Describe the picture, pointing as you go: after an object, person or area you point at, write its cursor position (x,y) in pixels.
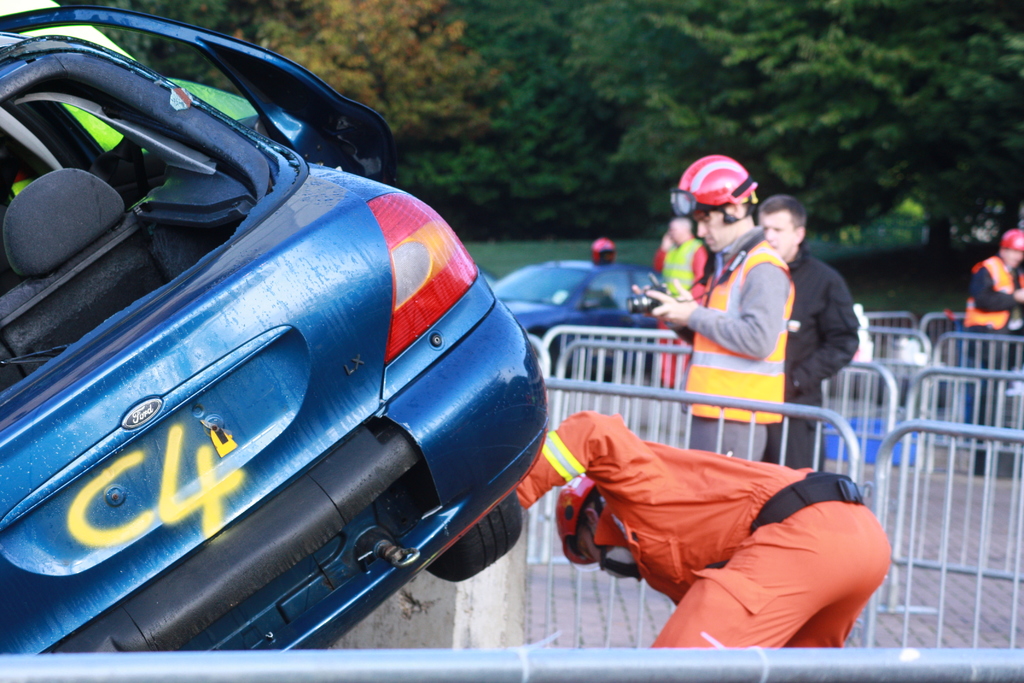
In this image we can see blue color car (314,463). Beside one man (586,515) is bending. Right side of the image (956,567) railing (986,653) and people (714,358) are standing. Background of the image (640,84) trees (644,53) are present. In the middle of the image (567,293) one more car (563,299) is there.
